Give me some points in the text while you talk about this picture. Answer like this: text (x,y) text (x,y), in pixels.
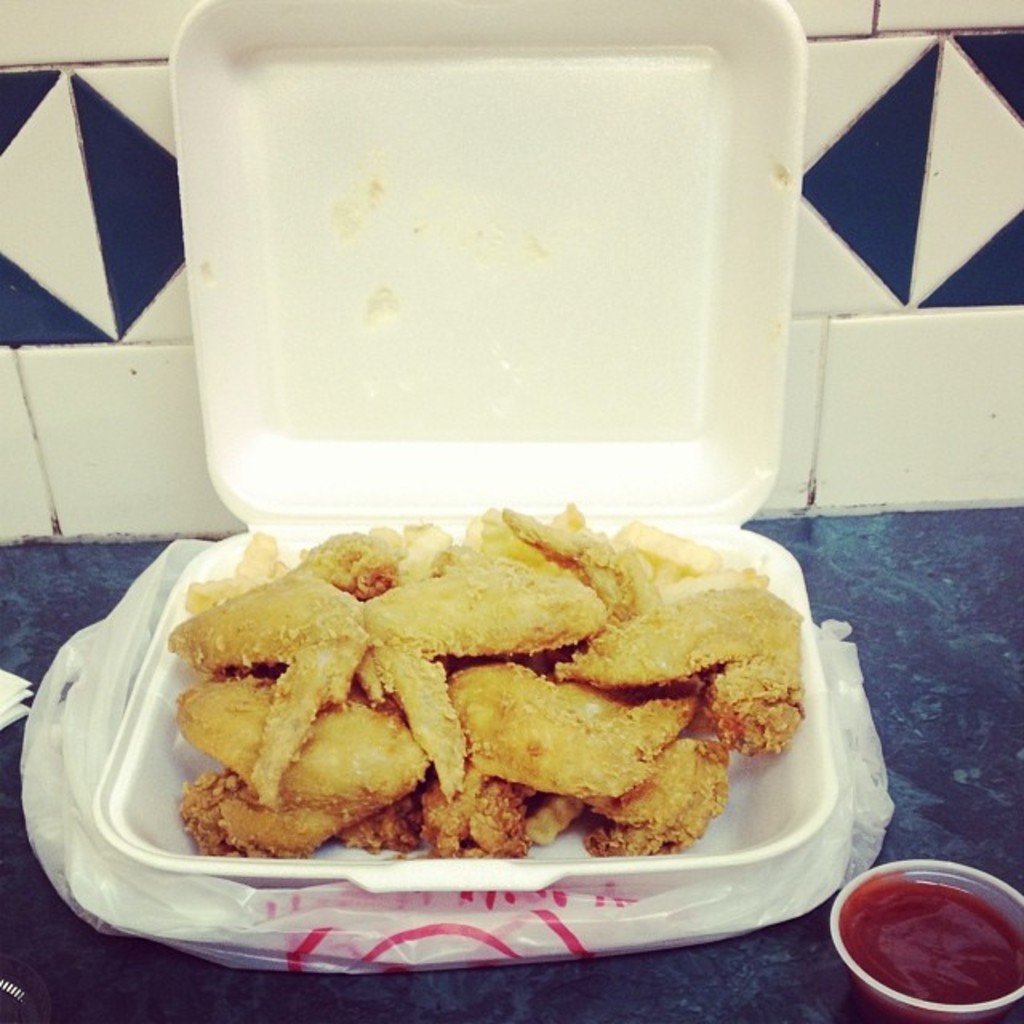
In this picture we can see food (512,704) in a box (811,752) and the box (807,771) is on the polythene cover (665,896). In the bottom right corner of the image (876,985), there is red sauce (904,968) in the bowl (916,1009). On the left side of the image (15,959), there are some objects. Behind the box (305,382), there is a wall (22,363).
